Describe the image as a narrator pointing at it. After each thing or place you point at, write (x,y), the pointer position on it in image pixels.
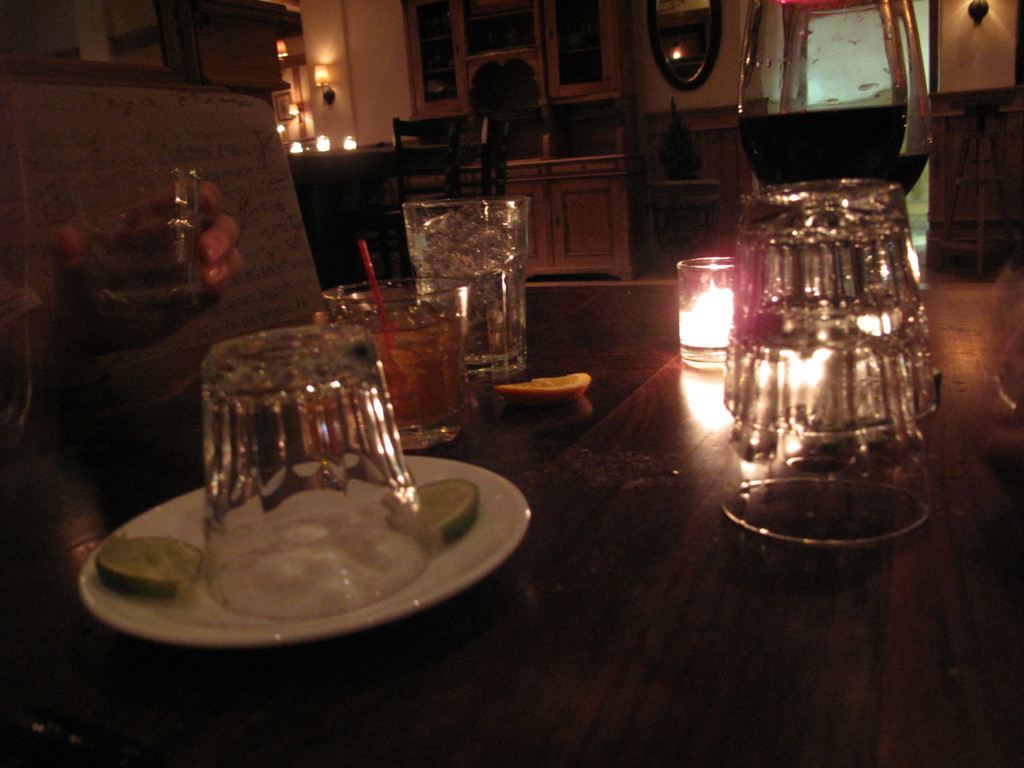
This is the picture inside the room (708,198). There is a plate (523,512), glass (511,339) on the table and at the left side of the image (87,263) there is a person (203,203) holding the glass (186,200). At the back (669,45) there is a mirror (681,65), there is a table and there are lights (329,96).
